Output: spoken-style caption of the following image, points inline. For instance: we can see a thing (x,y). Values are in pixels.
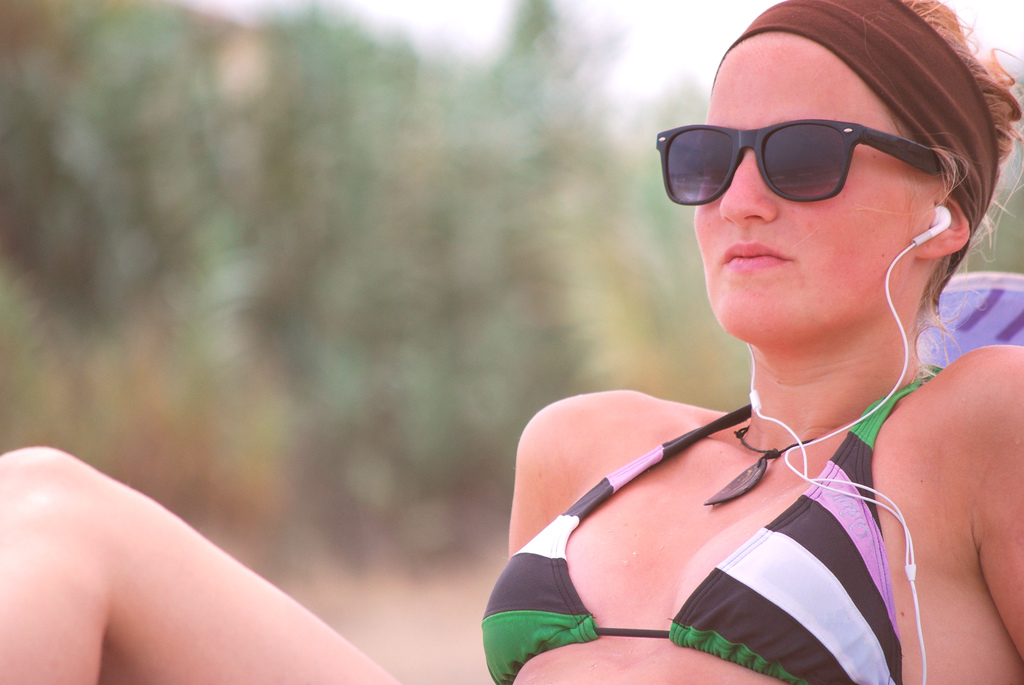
In this image in the front (769,208) there is a woman (630,512) wearing a goggle (818,165) and there is a headphone (915,241) and the background (389,100) is blurry.
